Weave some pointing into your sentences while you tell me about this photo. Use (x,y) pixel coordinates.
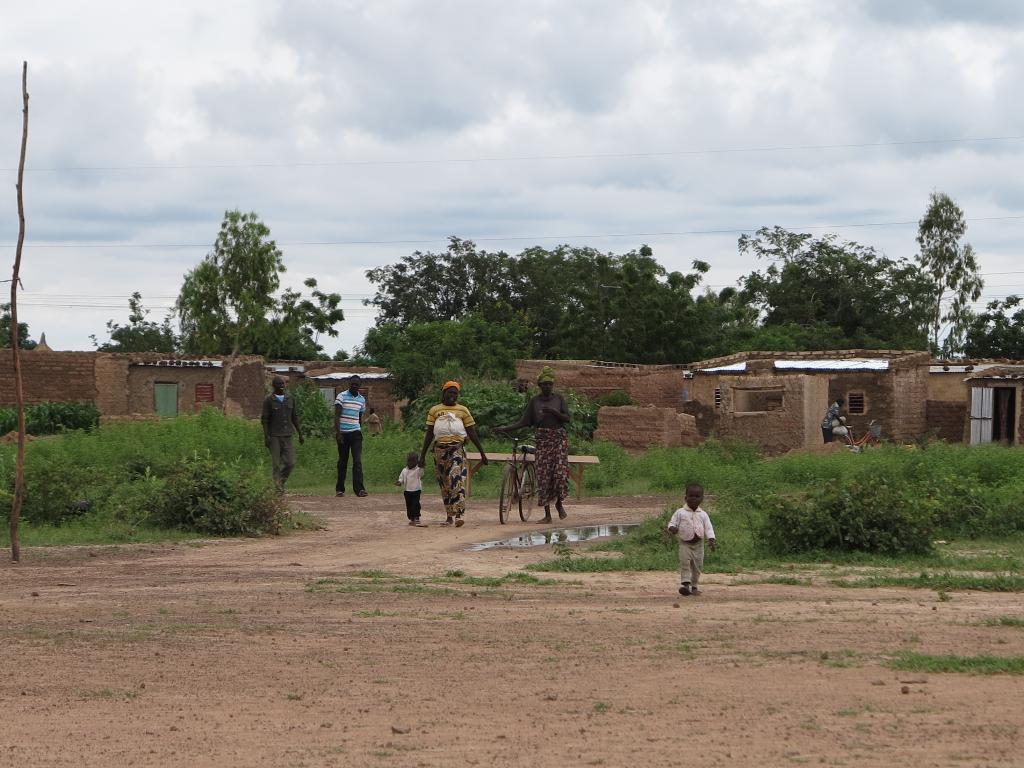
In this image I can see group of people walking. In front the person (544,485) is holding a bicycle (527,501), background (980,419) I can see few houses (916,403), trees (324,308) in green color and the sky (486,127) is in white color.
